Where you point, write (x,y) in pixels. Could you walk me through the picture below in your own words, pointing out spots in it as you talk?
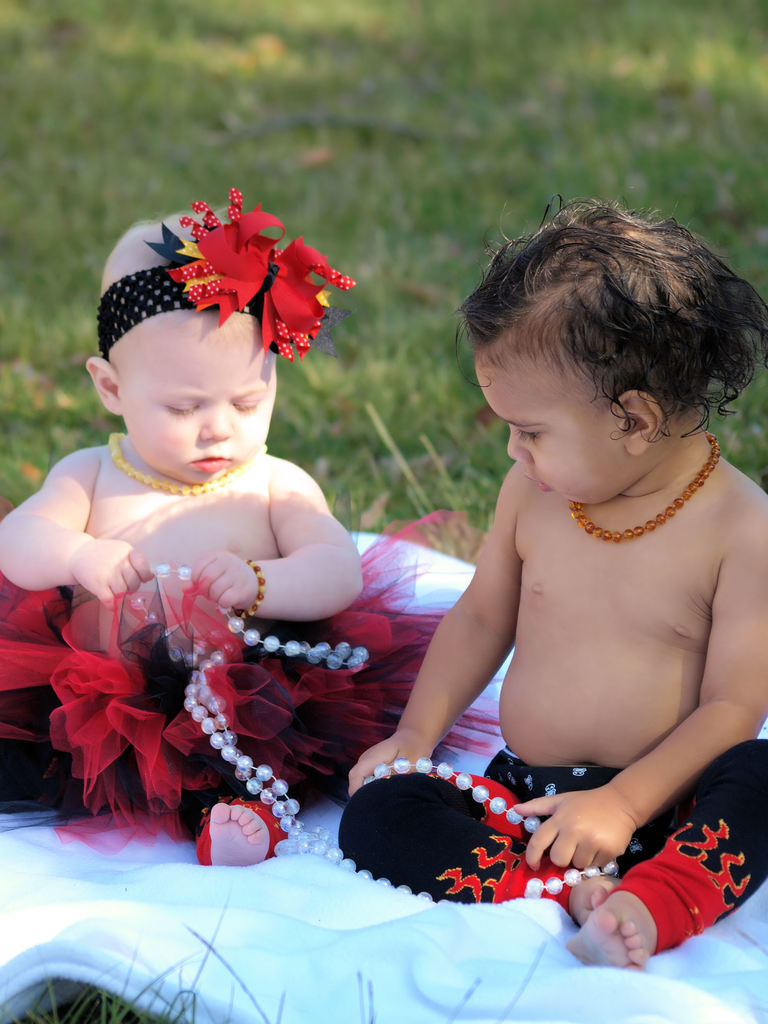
In this image we can see two children (385,730) sitting on the blanket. We can also see that they are holding some chain of pearls (277,774). On the backside (435,299) we can see some grass (405,190).
